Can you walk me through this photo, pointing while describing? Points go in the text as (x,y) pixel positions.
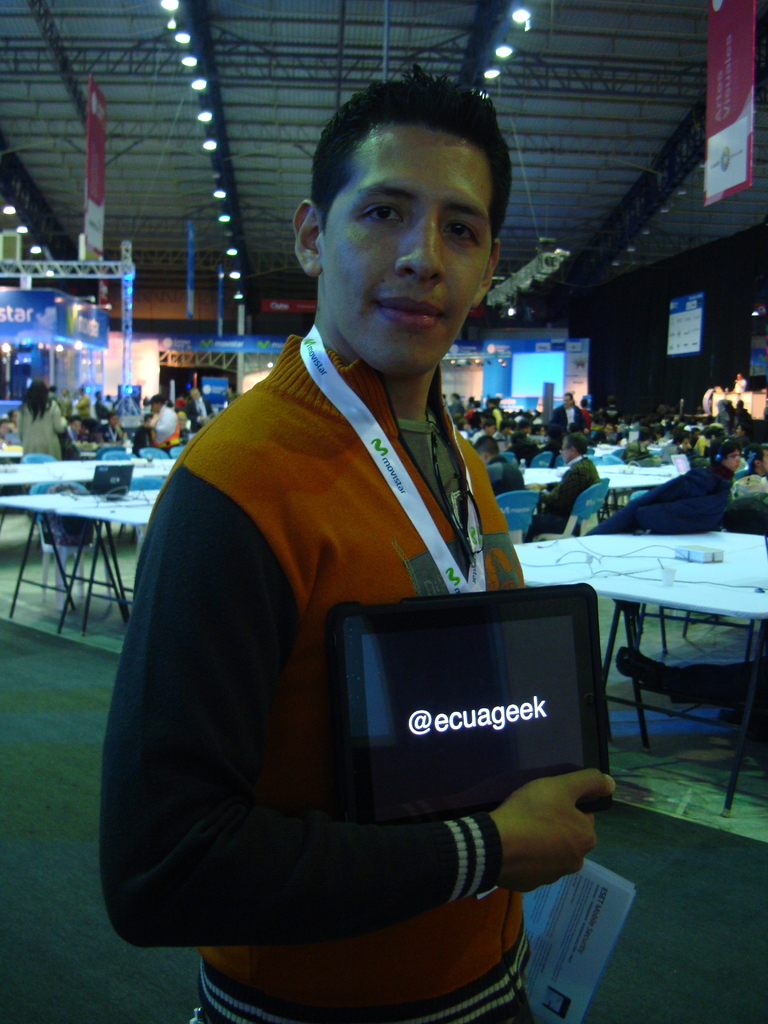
In this picture there is a man (482,281) standing in the front (410,727), he is holding the tab (507,643) with his right hand (496,818) and papers (576,946) with his left hand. At the back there are group of people (23,411). At the top (700,334) there are lights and banners (92,112). there are laptops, wires (616,576) on the table (127,522).
